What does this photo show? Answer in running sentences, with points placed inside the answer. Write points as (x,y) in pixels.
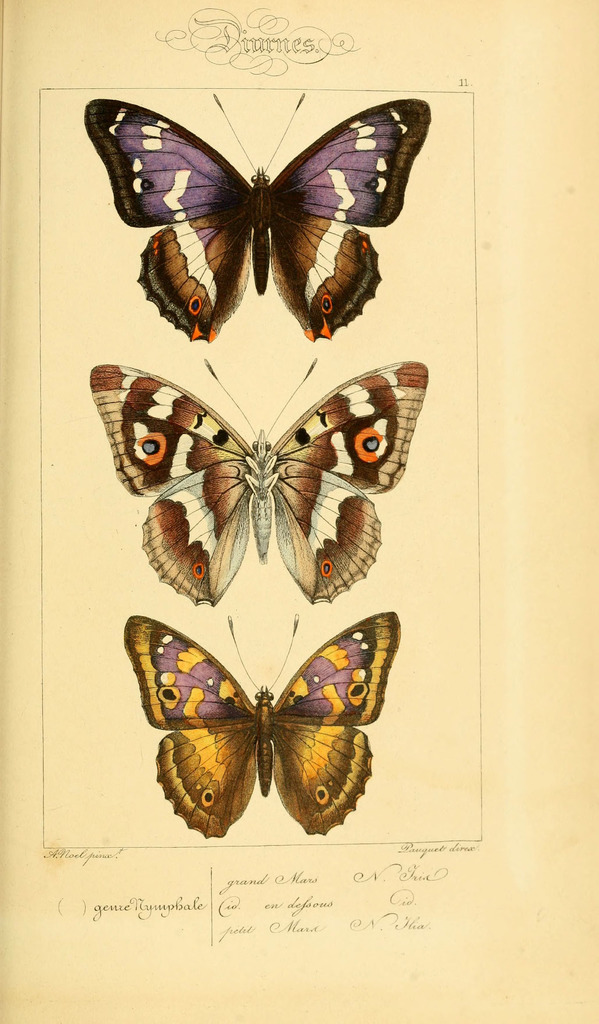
In the center of this picture (220,432) we can see the printed images (288,481) of butterflies (315,492) of different colors and we can see the text (314,903) on the object (326,30) which seems to be the paper (473,118).
